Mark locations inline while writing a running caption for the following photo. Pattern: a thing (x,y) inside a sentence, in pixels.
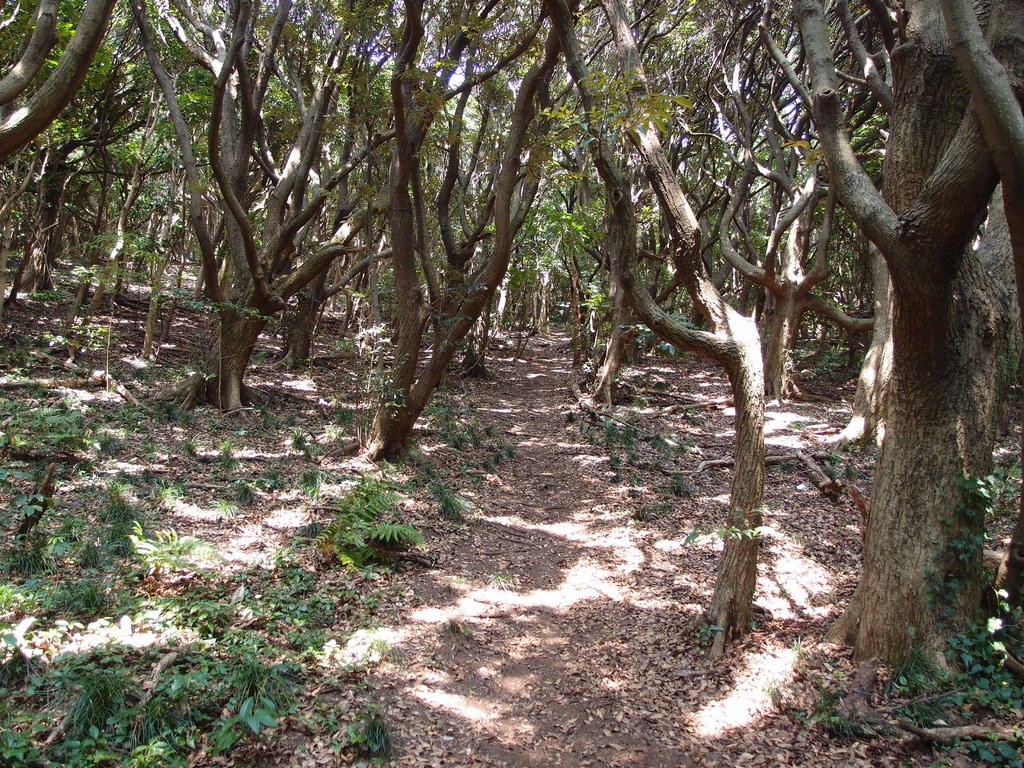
This place is looking like a forest (116,387). At the bottom of the image (83,599) I can see the plants (270,607) on the ground (488,680) and there are many trees (258,172).
